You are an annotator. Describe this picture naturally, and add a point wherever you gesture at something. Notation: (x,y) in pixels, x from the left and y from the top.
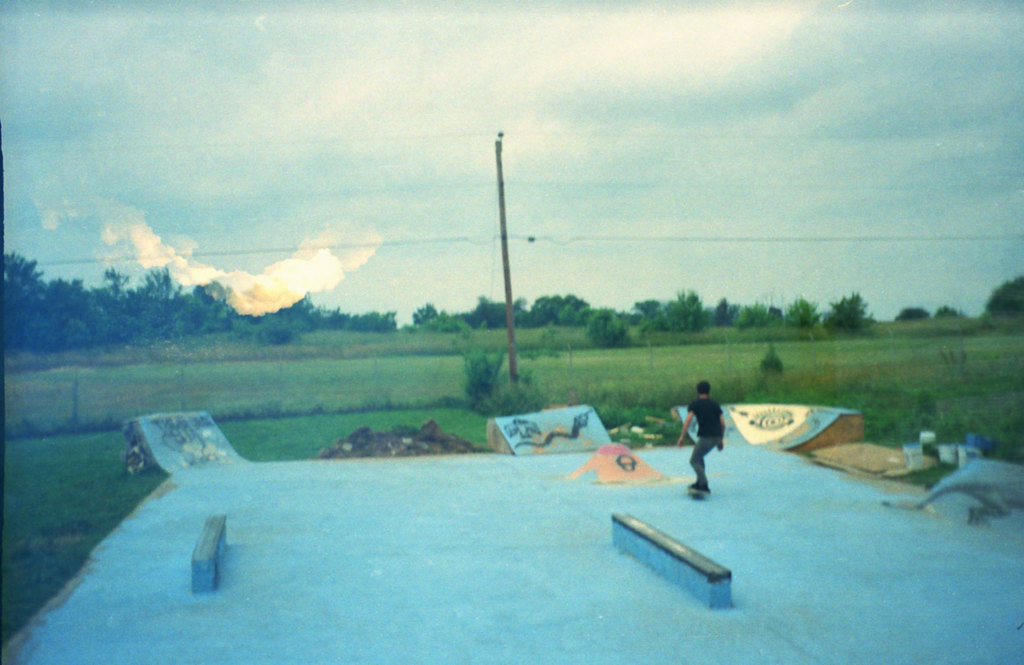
In this image we can see a person (709,419) skating. There is a ground (381,593) with small ledges (217,551). Also there are slopes (545,432) with paintings (746,428). In the back (802,332) there are plants (574,349), electric pole (507,251) with wires (360,245), trees (164,327) and sky (288,183) with clouds (278,186).
